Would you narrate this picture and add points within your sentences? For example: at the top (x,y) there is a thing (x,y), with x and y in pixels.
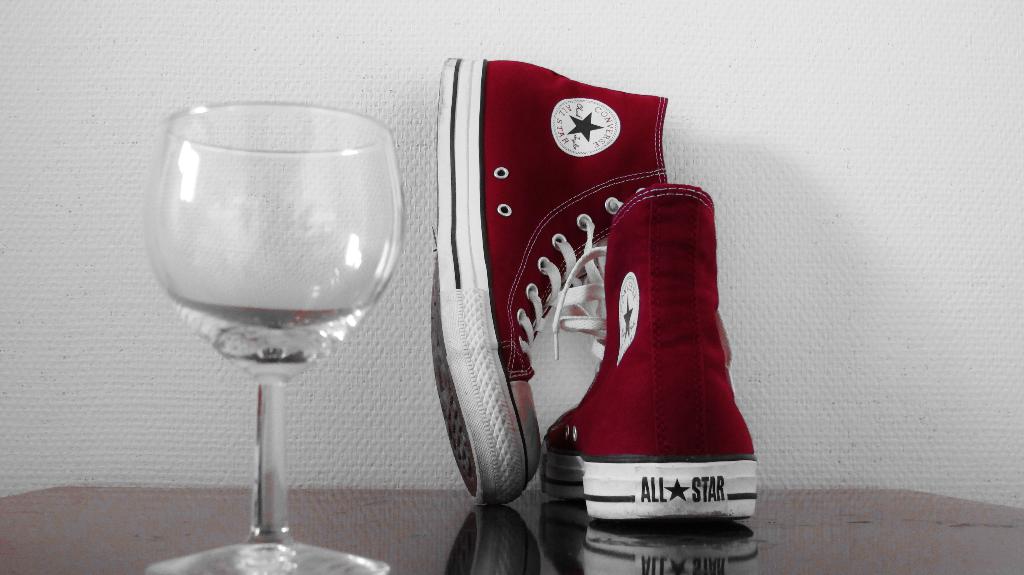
In this image we can see shoes (510,333) and a glass (302,321) on the table (585,550) and wall (117,258) in the background (899,154).
